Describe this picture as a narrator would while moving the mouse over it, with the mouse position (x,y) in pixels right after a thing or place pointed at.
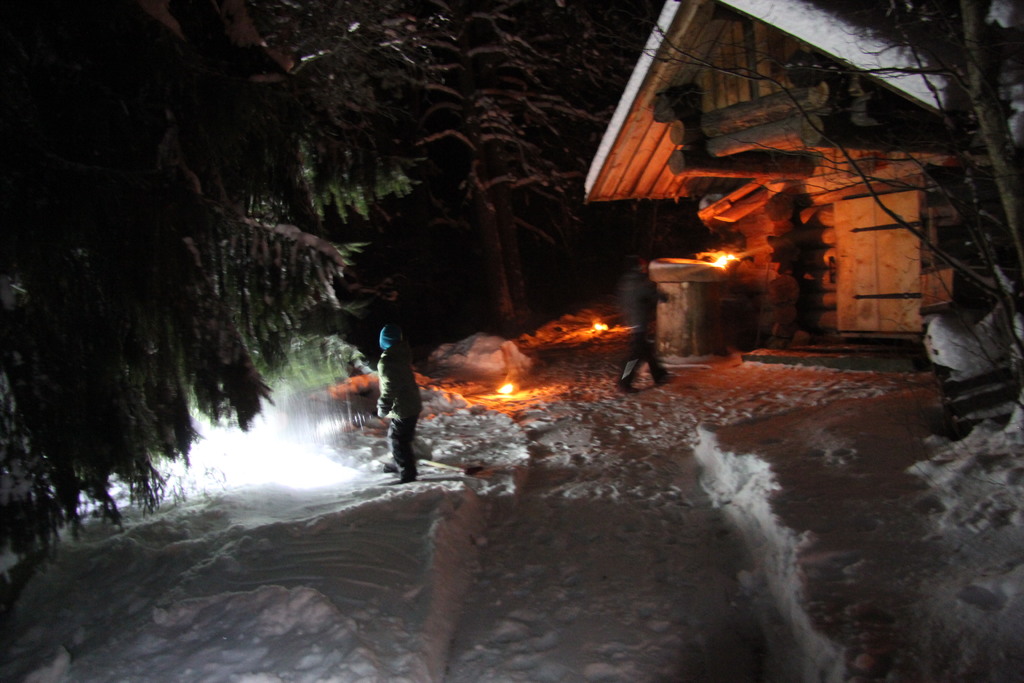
In this image we can see ground (567,516) covered with snow (308,516), trees (272,351), persons (391,413) standing and a wooden building (888,285).
